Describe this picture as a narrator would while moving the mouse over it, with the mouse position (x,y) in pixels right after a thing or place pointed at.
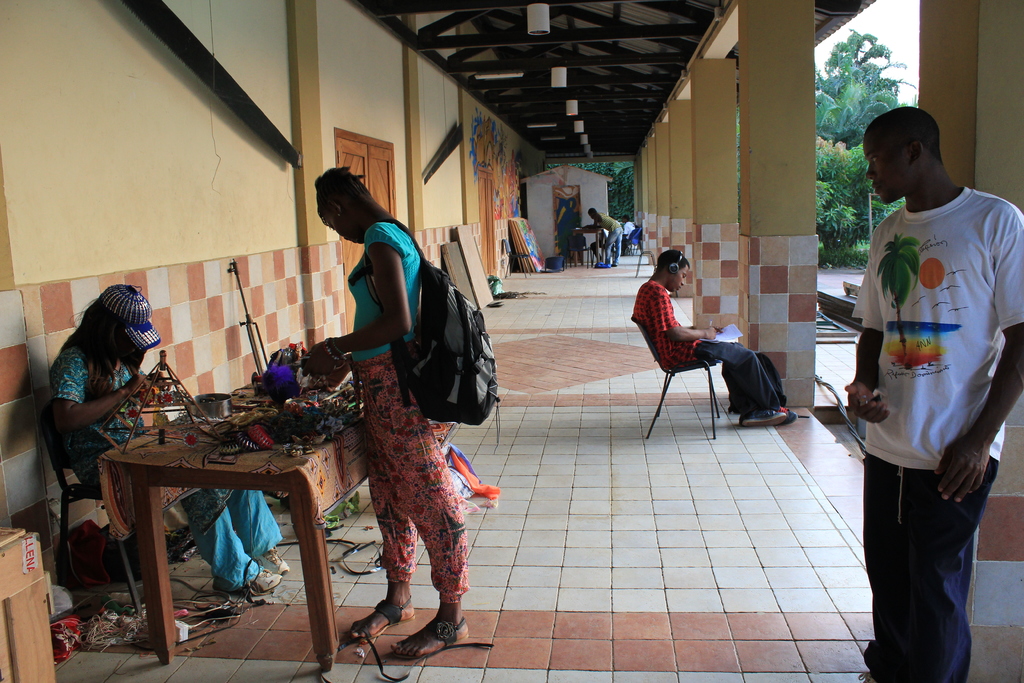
In the image we can see there are many people (874,331) wearing clothes (908,406), some are standing and some of them are sitting. There is a chair (675,369), table (302,480), on the table (280,444) there are many things (285,433), this is a bag (449,348), light (536,21), pillar (763,92), floor (564,358), trees (832,147) and a sky (896,15). This person (129,365) is wearing a cap (113,296) and shoes (269,561).
